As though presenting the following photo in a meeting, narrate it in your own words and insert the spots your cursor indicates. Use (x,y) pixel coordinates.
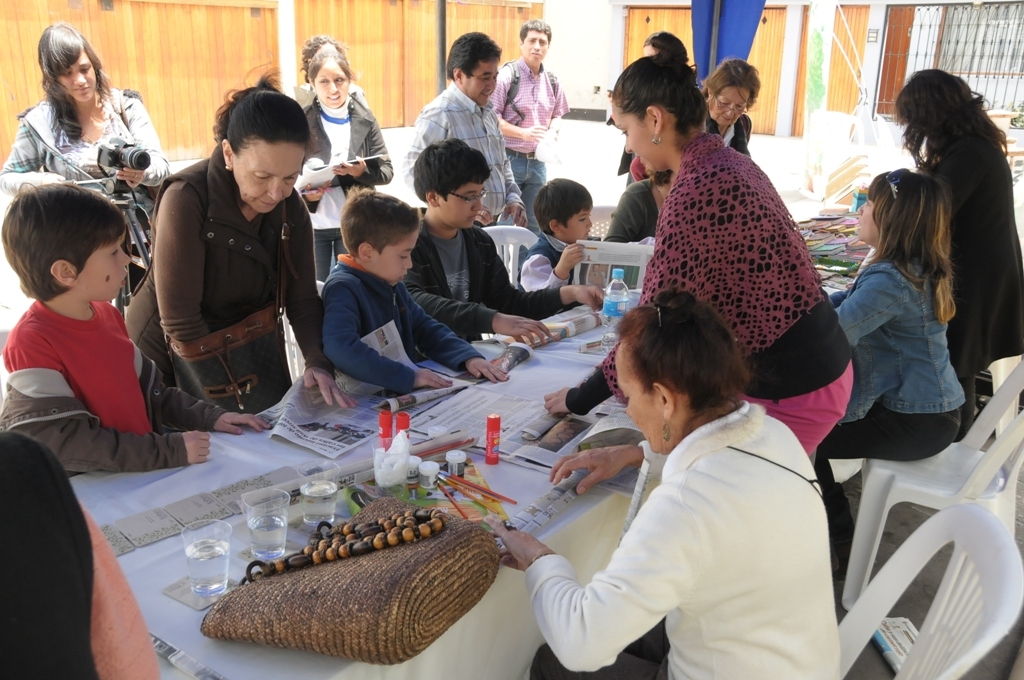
Few persons (55,290) are sitting on the chairs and few persons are standing, this person (93,123) holding camera (106,167). We can see papers (593,259), glasses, bottle (617,269) on the table (235,542). On the background (475,30) we can see wooden wall (520,19), window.
